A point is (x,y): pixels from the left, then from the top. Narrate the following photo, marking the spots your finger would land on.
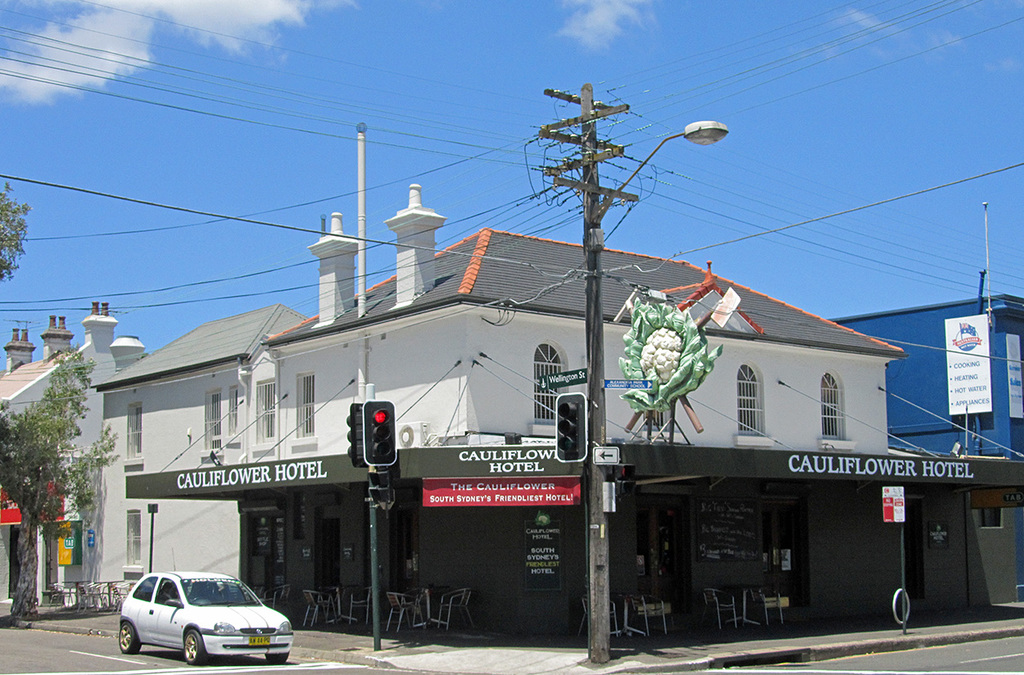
In this picture I can see there is a junction (1015,667) and there is a pole (573,124) with electric wires (622,117) and there are a light (688,132), traffic lights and there is a tree (30,431) at the left side (16,438), there are a few buildings (335,423) and there are few windows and the sky (284,104) is clear.
